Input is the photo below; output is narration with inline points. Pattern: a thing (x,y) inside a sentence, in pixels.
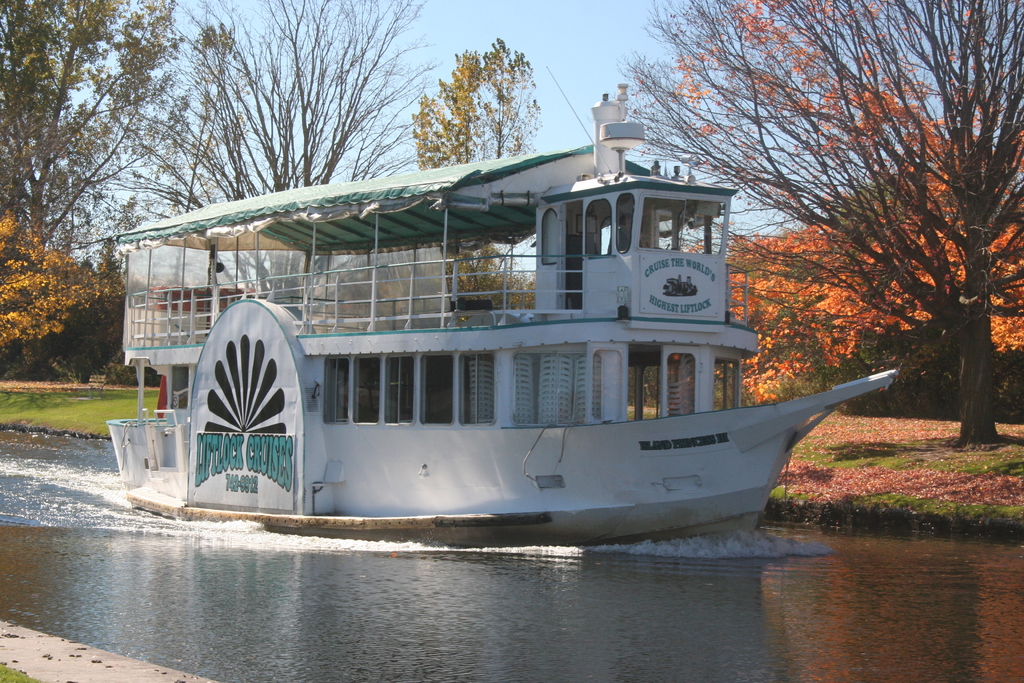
In the picture there is a river (560,564) and a ship (358,406) is sailing on the river (625,605), the river (613,609) is flowing in between the land (888,478) and on the other side of the ship (622,376) there is a beautiful grass (843,447) and tall trees (85,164).
